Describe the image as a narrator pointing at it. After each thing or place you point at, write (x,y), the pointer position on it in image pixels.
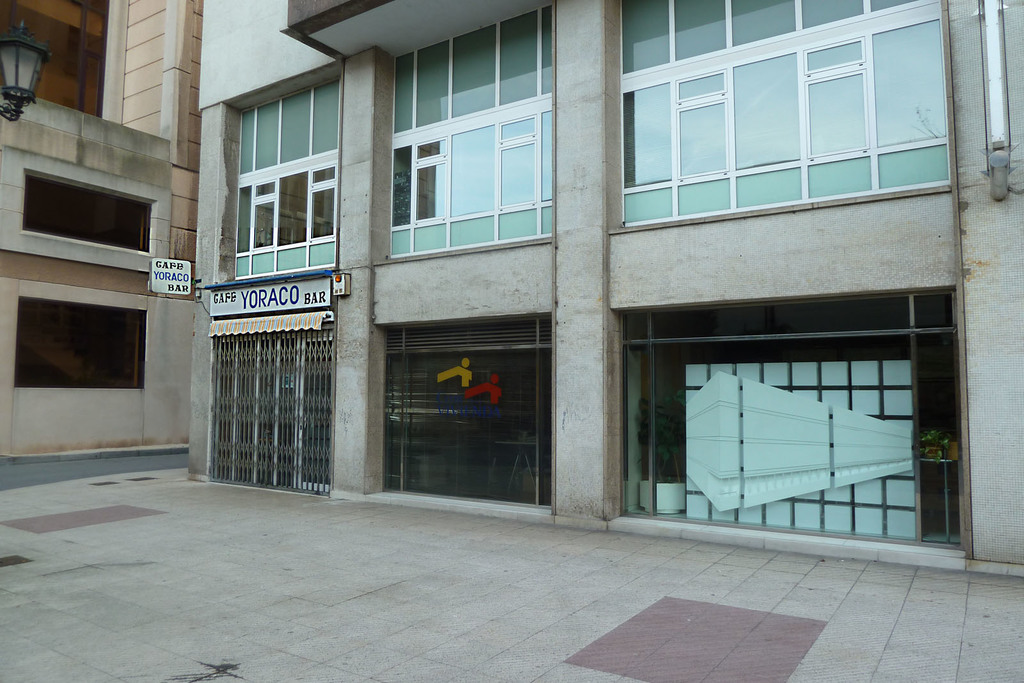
In this image I see the buildings (353,327) and I see 2 boards (306,282) over here on which there are words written and I see a light (8,41) over here and I see the path (427,591) and I can also see the windows (452,133).
